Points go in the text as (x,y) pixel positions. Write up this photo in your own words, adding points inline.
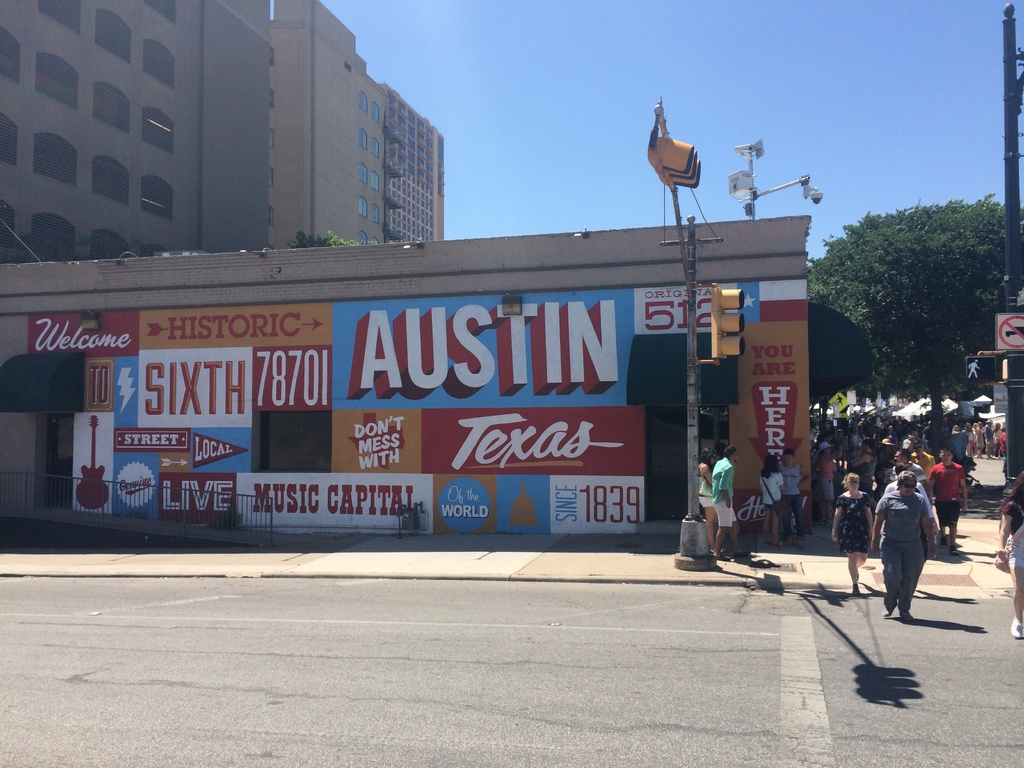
This picture is clicked outside. On the left (218,145) we can see the buildings (463,286) and the traffic lights (687,148) and street lights (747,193) are attached to the poles (692,524) and we can see the group of persons (917,455) seems to be walking on the ground (991,542). In the background (965,194) we can see the sky (906,84), trees (944,290) and some objects (1016,345) attached to the pole (1022,414) and we can see the text (463,365) on the building (308,369).
